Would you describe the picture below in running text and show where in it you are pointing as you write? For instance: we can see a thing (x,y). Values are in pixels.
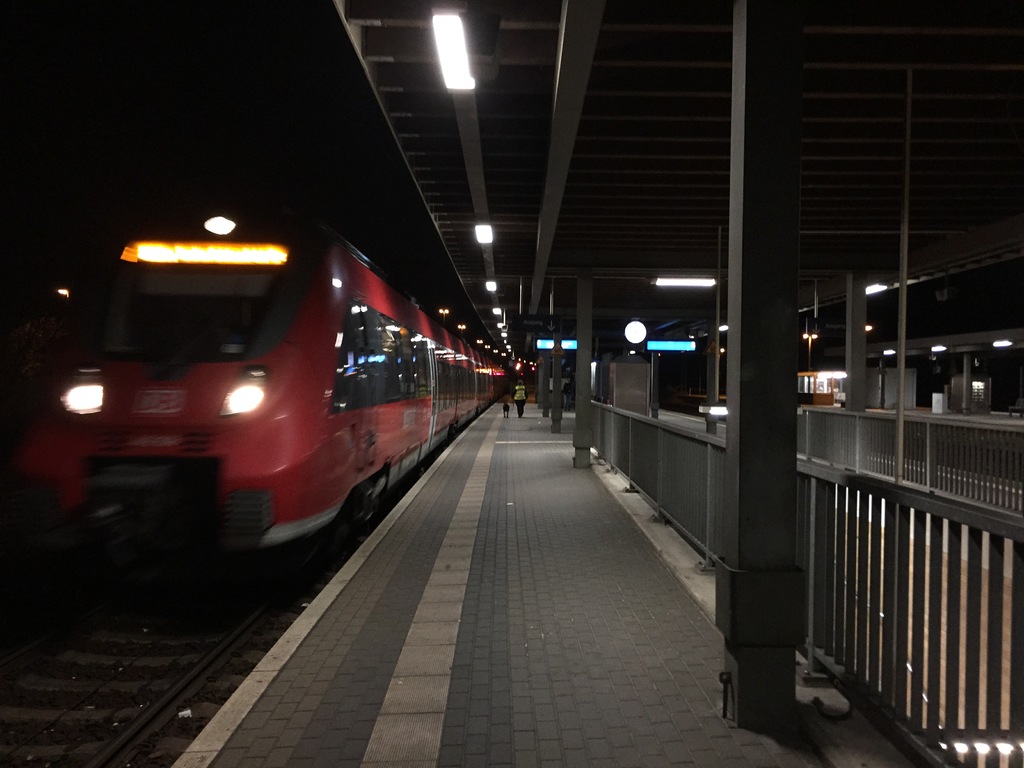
In the image there is a train (260,399) on the left side (163,475), in the middle (552,490) there is platform (527,454) and two persons (524,392) walking in the background (501,399), there are lights (447,57) over the ceiling (681,253).
